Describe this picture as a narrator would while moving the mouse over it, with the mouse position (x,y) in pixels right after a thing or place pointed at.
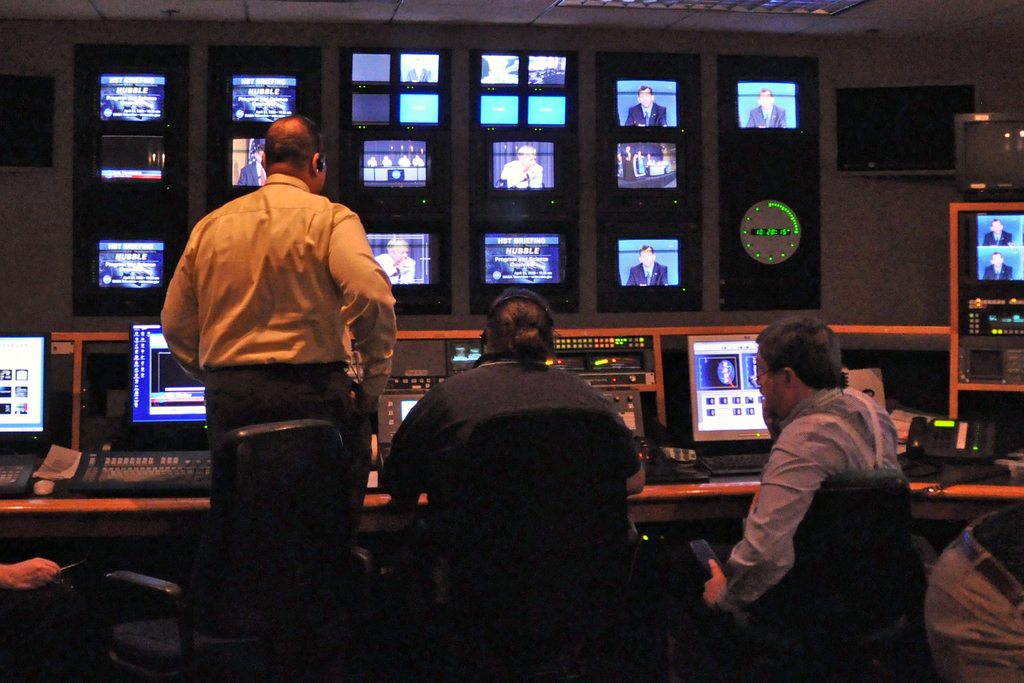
In this image we can see few people (962,545). Few are sitting on chairs (526,561). And one person (235,348) is standing. In the back (7,416) there are many screens (714,349). Also there are keyboards (170,454) and telephone (954,446) on a platform (87,502).
